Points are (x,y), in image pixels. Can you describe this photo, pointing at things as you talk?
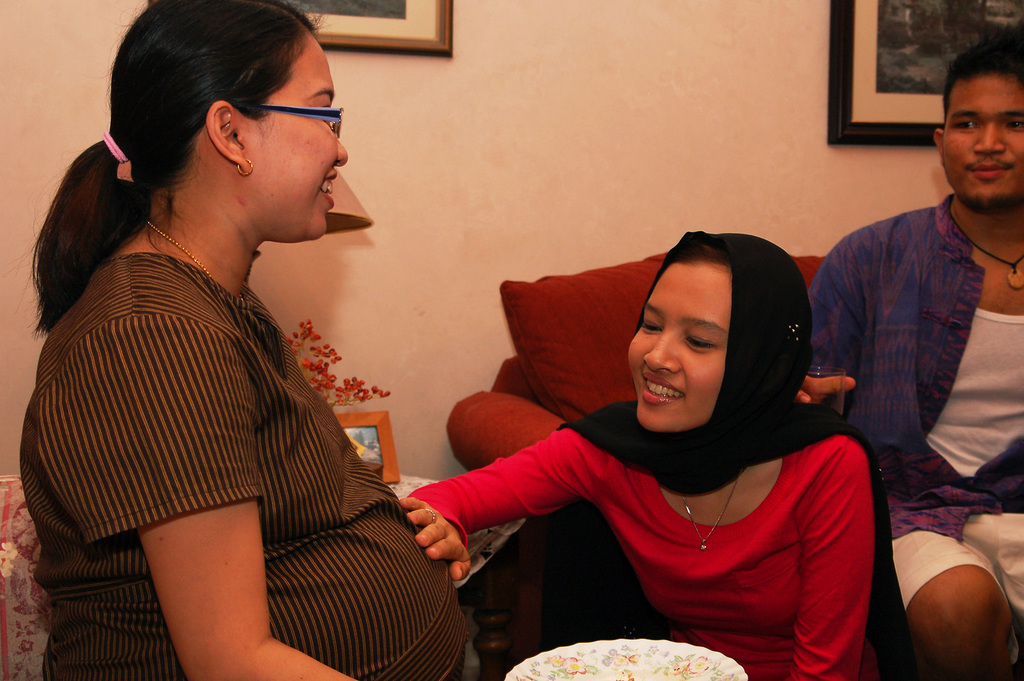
In the image there are two women (197,393) and a man (979,439) sitting on sofa (544,407), behind them there are photographs (388,30) on the wall (392,67), the woman (263,307) on the left side (261,456) seems to be pregnant, behind her there is a table (505,562) with flower vase (323,363) on it.
